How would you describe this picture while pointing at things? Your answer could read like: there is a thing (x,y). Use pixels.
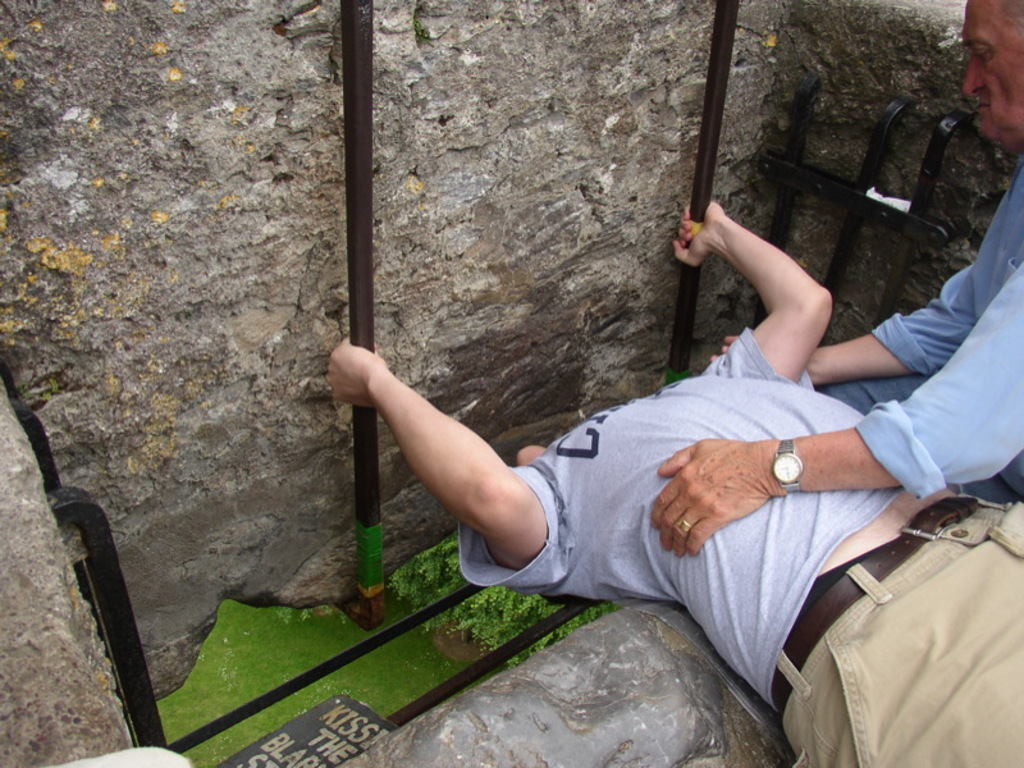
In this picture there is a person (596,443) holding the rods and there is a person (1010,370) standing and holding the another person (854,536). At the back (346,569) there is a rock (837,223) and there are rods (370,251). At the bottom (342,641) there are plants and there is a board (326,718) and there is text (321,740) on the board (312,752).
